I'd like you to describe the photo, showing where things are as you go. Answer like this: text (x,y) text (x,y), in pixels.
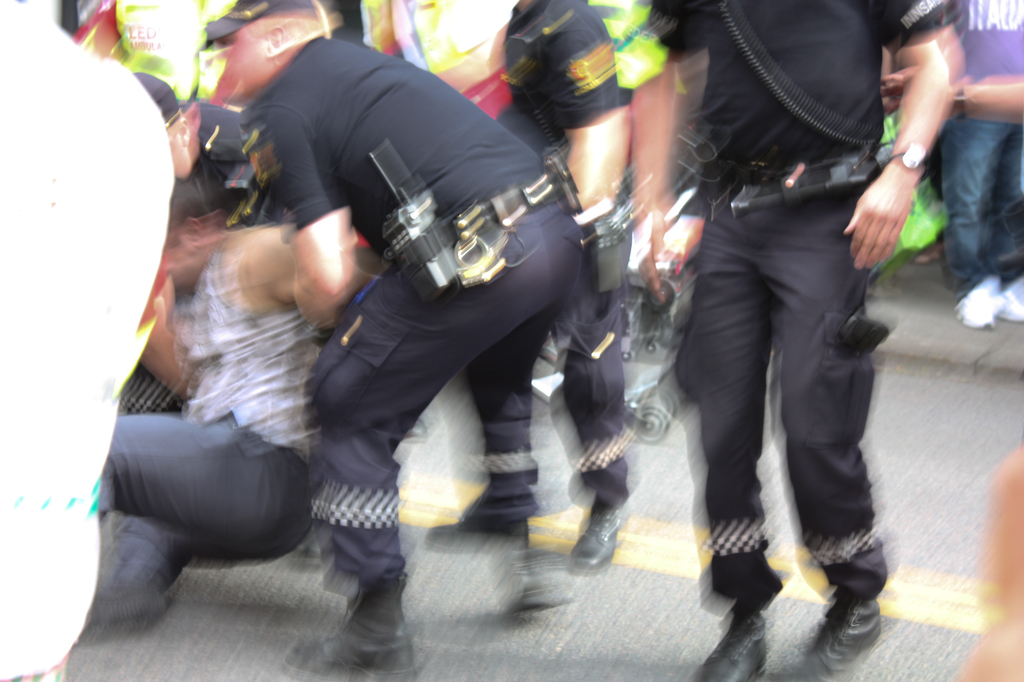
In this image I can see there are four persons (746,303) standing on the floor (264,565) and on the left side (322,228) I can see two persons (263,182), they both are holding another person (123,470) and on the right side (1013,145) I can see a person (961,244) standing on the floor (943,353) and the person (984,78) wearing a black color t-shirt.
